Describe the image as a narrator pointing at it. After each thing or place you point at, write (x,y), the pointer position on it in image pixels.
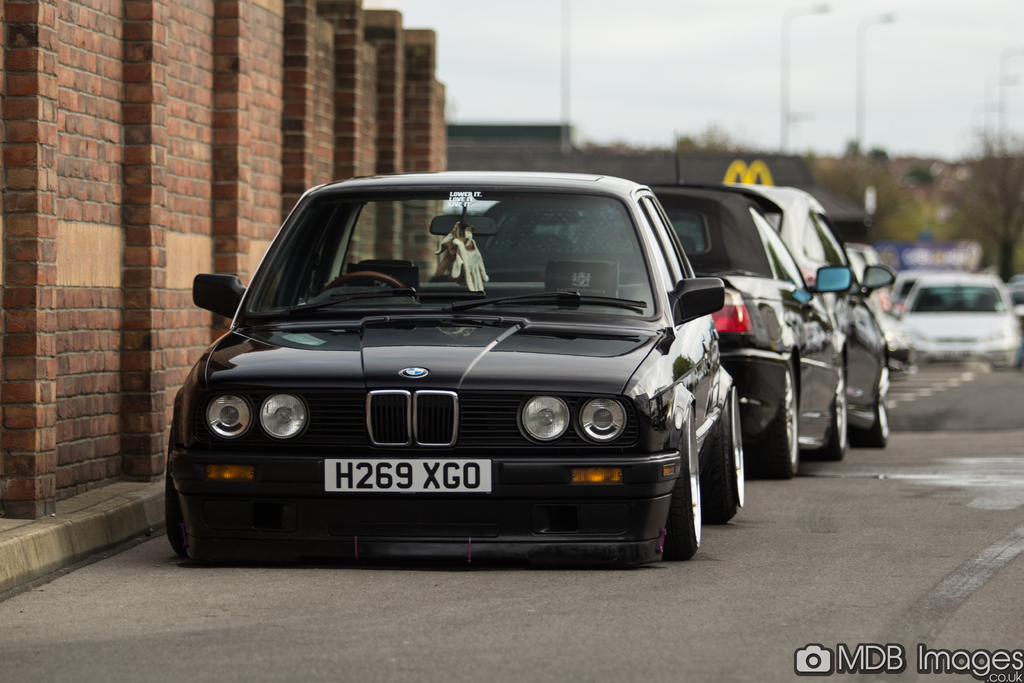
In this picture there are cars (391,276) in series in the center of the image (539,309) and there is a wall (335,147) on the left side of the image (177,198), there are poles (564,79) and trees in the background area of the image (563,11).
